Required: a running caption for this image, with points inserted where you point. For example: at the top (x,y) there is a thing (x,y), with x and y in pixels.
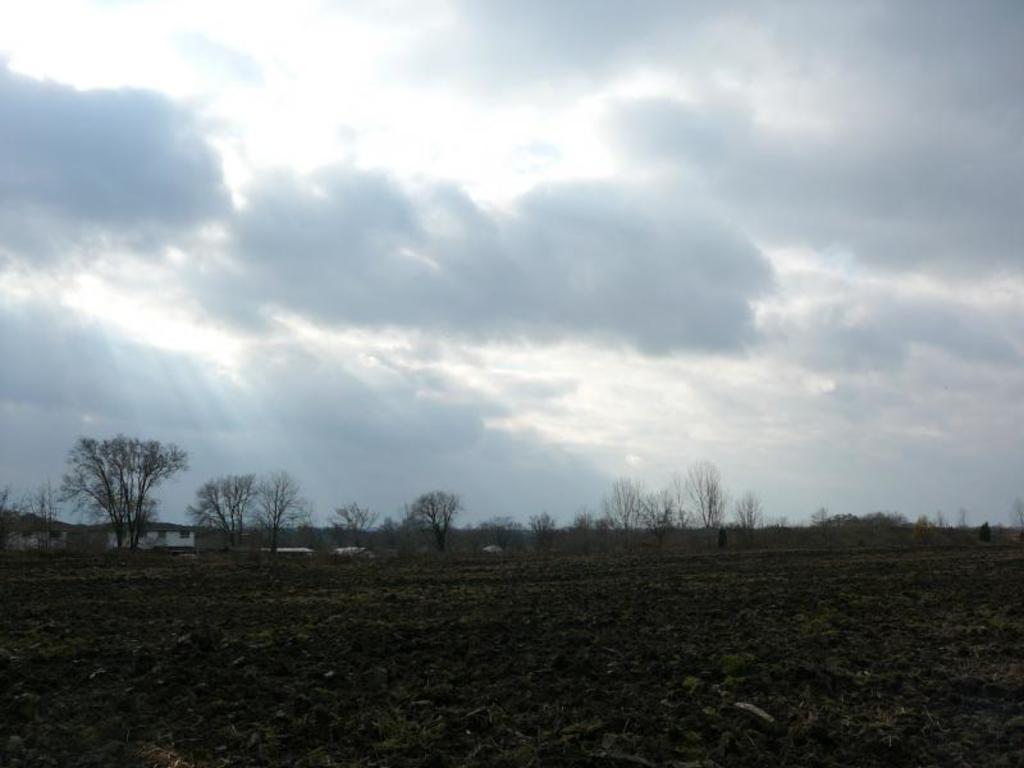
This image consists of a land (423,590). At the bottom (444,637), there is ground (384,654). In the background (822,524), there are trees (713,503). At the top (376,204), there are clouds (341,298) in the sky (231,389).
